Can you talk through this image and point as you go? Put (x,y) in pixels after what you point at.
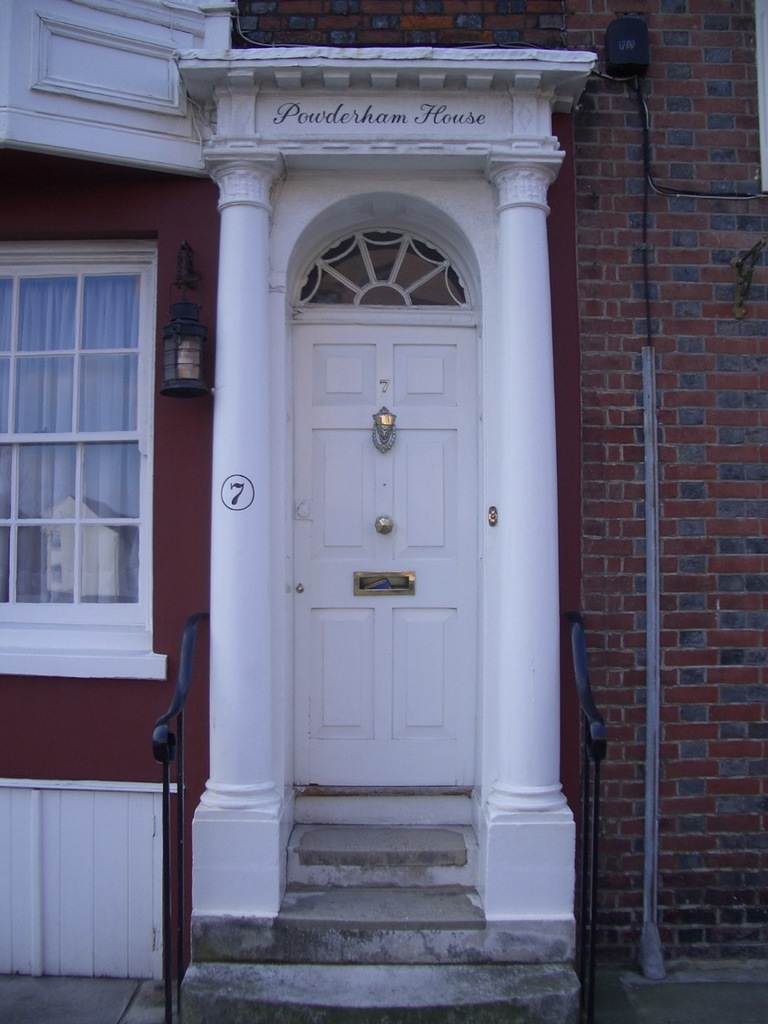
In this image, we can see a wall (620,95) with some objects (637,60). We can see a window (45,245) and a door (360,507). We can see some pillars (508,641). We can also see some text (360,120) written. We can see some stairs (337,845) and the railing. We can see a pole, a light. We can also see the ground (54,1011) and a white colored object (179,130) at the top left corner (186,128).
